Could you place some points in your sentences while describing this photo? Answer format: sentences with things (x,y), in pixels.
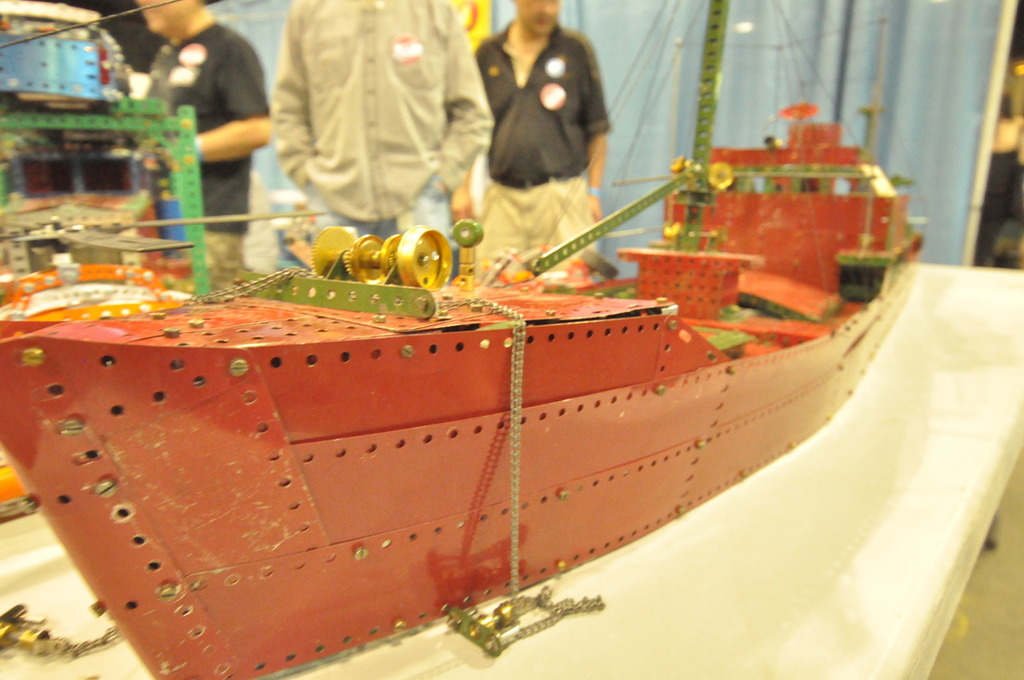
In this image in the foreground (487,351) there is one boat (739,289), in the background (543,99) there are three persons (510,98) who are standing and on the left side (68,158) there are some machines (100,202). At the bottom (720,547) there is a table (914,366) and in the background (942,67) there are some curtains (639,67).
